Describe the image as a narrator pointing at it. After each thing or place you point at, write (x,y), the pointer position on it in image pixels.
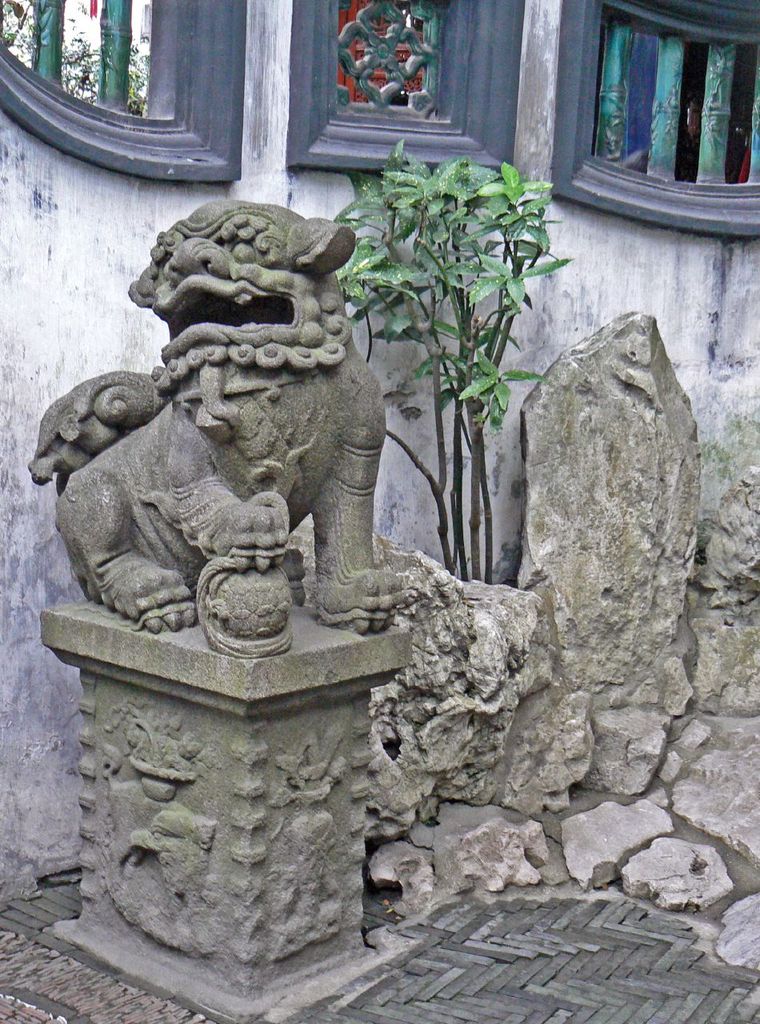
There is a statue (372,423) on a stand (356,757). Near to that there are rocks (540,685). Also there is a plant (474,430). In the back (185,122) there is a wall (252,70) with windows (355,73).
